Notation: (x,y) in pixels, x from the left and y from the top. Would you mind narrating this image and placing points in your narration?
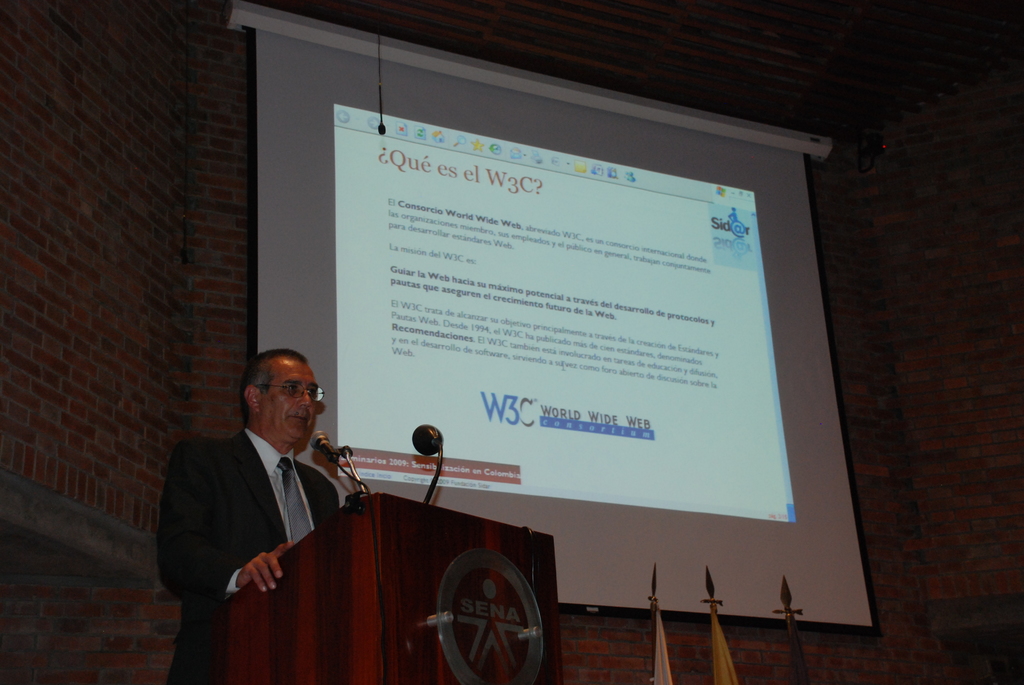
In this image there is a man (253,536) standing in front of the man (266,530) there is a podium (362,581) and on the podium (345,586) there are mics (352,469). There is some text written on the podium (458,623). In the background (617,481) there is a screen (455,204) and there is a wall (91,288) which is red in colour. In front of the screen (703,575) there are three flags (728,646).
